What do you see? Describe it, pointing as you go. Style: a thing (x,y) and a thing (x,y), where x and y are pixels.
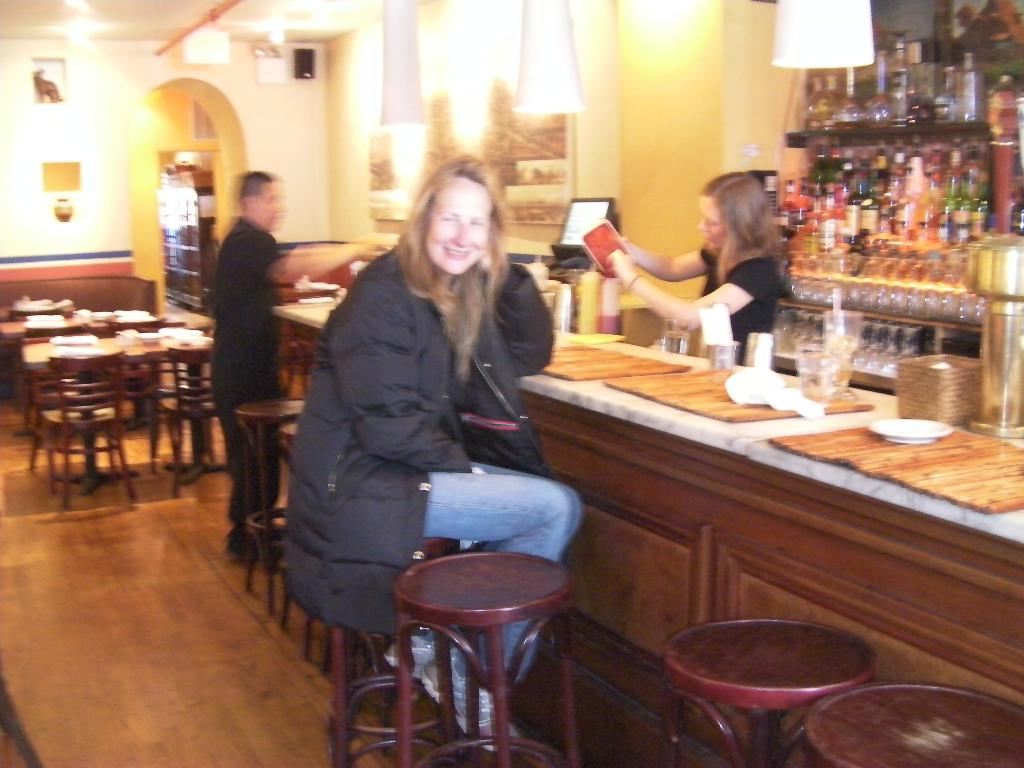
Here we can see a woman (364,532) sitting on the chair (364,728). She is smiling. This is table (865,546). On the table (915,590) there glasses (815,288), plates (914,441), and a bottle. There are chairs (256,415). This is floor (171,634). Here we can see two persons (274,278) are standing on the floor (112,635). There is a screen (611,217). In the background (510,86) there is a wall (612,103) and these are the lights (541,45). Here we can see a rack (968,348) and there are bottles (897,210).
